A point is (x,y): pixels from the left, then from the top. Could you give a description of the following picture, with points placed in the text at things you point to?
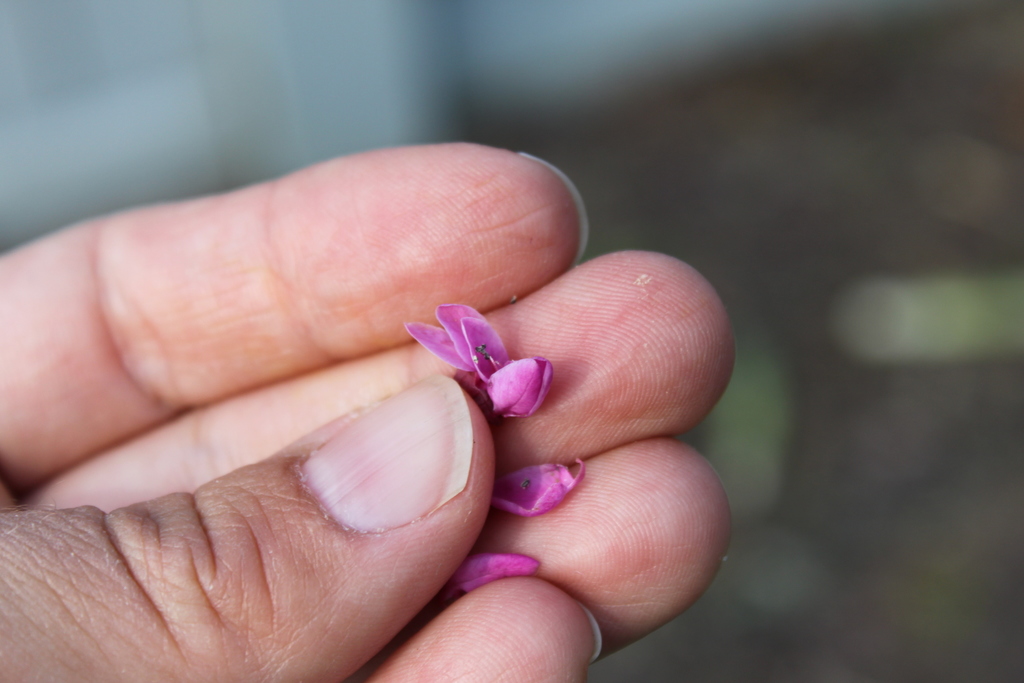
In this picture we can see a person (289,534) holding pink color flower (510,388) and petals (523,499). Background (14,77) is blurry.
